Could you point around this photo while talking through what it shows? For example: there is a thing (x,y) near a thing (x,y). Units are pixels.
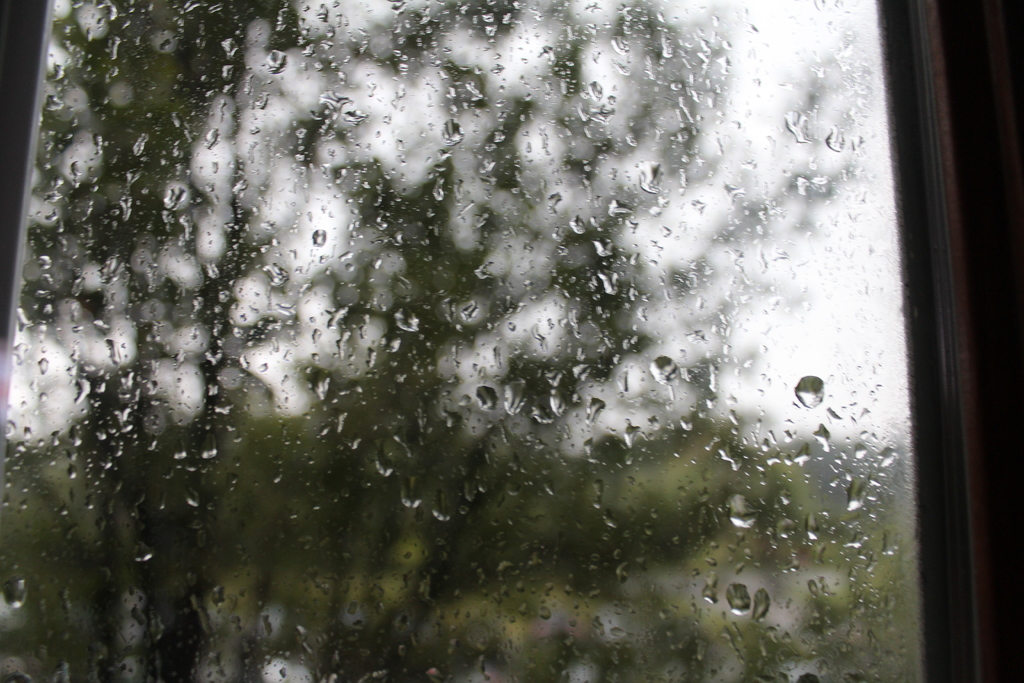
In this image, we can see a glass (334,524) with water drops (534,310). Through the glass (684,511) we can see the outside view (564,415). Here we can see trees (148,520) and sky (818,340).
